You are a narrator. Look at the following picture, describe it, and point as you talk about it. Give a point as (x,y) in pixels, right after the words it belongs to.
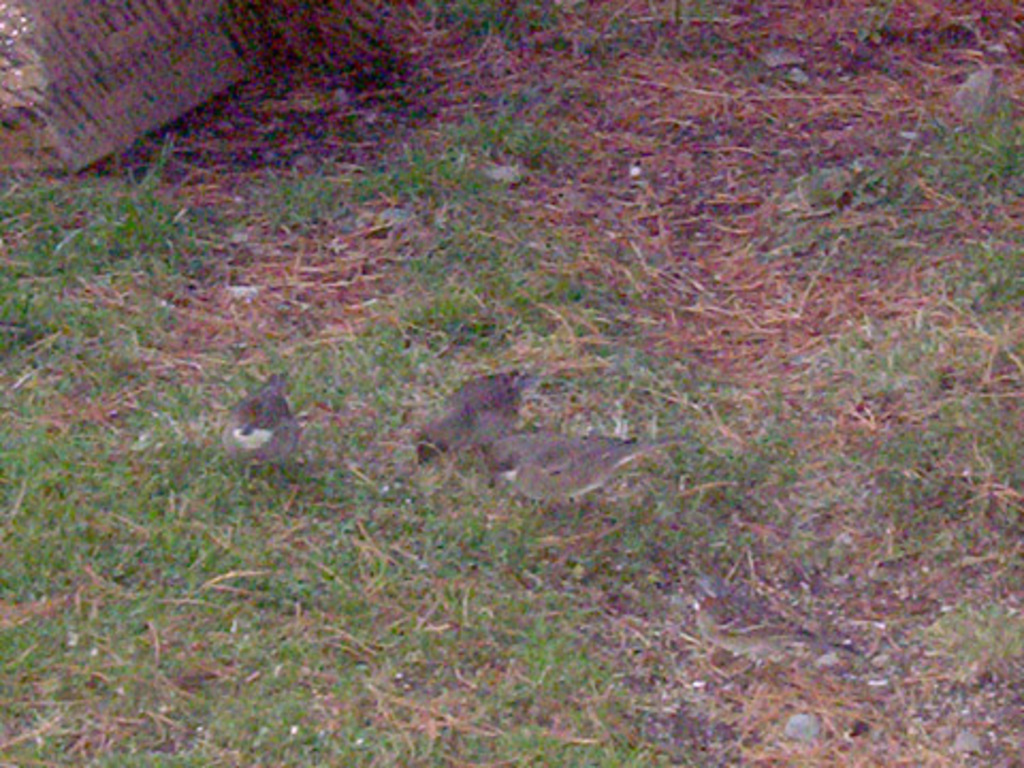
In the image we can see birds (559,485), grass (474,537), dry grass (688,336) and on the top left (51,126) we can see an object (55,101).
